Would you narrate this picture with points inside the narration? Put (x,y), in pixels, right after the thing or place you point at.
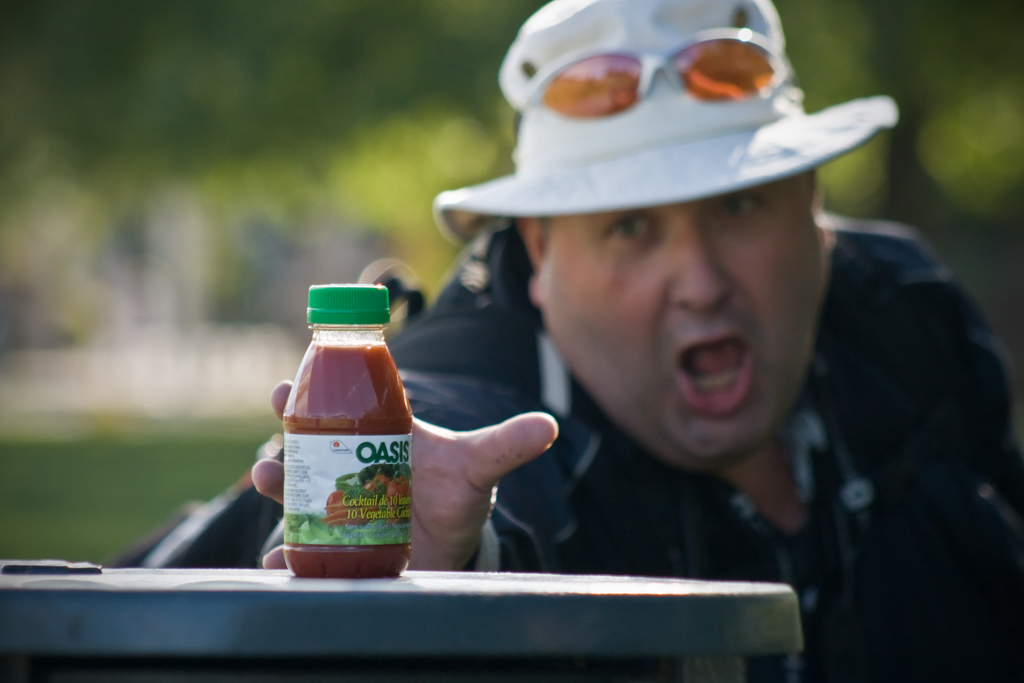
He is wearing a cap (697,112) and spectacle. He is reaching for a bottle (350,495). There is a table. There is a bottle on a table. We can see in background (212,255) trees (362,218).
